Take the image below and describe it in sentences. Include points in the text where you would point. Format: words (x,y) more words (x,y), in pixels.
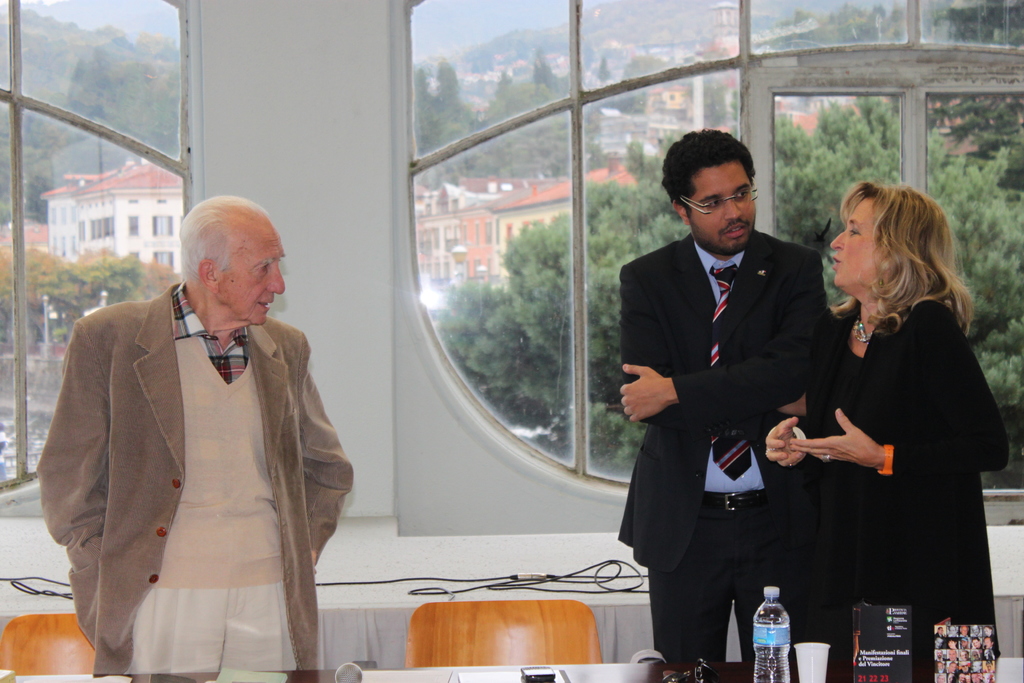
In this image I can see two men (172,311) and a woman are standing. I can also see few chairs (419,665) and on this table (833,676) I can see a bottle (783,642) and a cup (795,645). In the background (565,271) I can see number of trees (543,86) and buildings (473,194).
